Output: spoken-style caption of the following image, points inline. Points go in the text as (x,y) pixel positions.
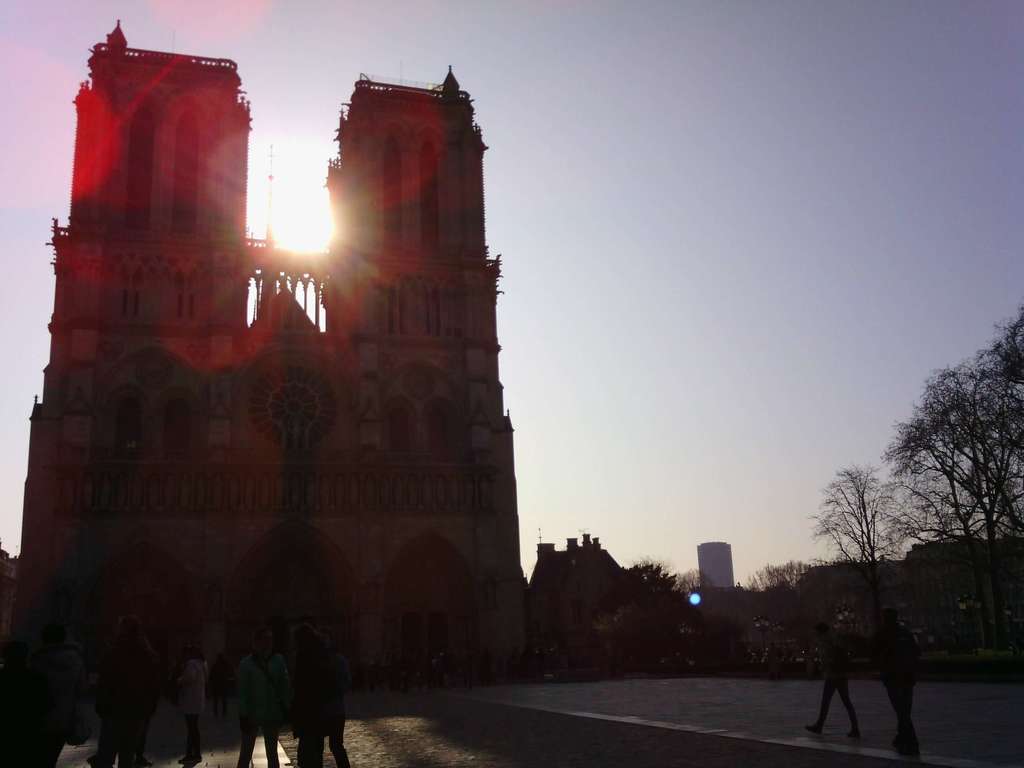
In this picture there is a church building (187,336) on the left side of the image (130,361) and there are people (58,635) at the bottom side of the image (843,693) and there are other buildings (557,640) and trees (1019,511) in the image.
